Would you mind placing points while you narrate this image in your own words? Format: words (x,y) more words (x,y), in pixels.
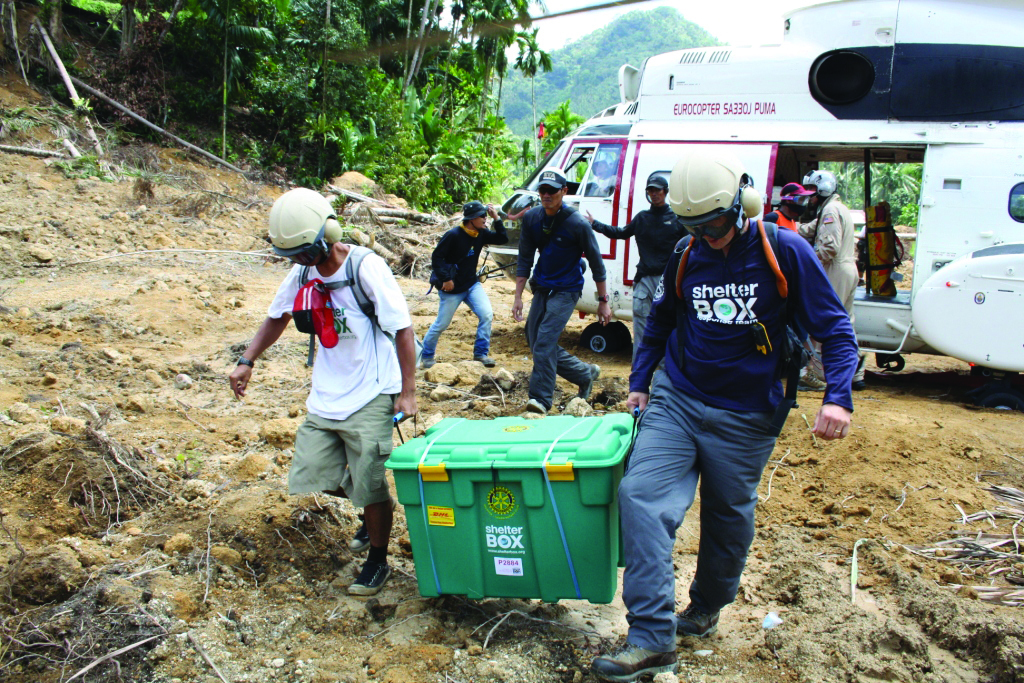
In this picture there are two persons (726,320) holding the object (420,525) and walking. At the back (648,261) there are group of people (653,245) walking and there is an aircraft (997,361). At the back (58,59) there are trees (134,34) and there is a mountain (676,37). At the top (729,15) there is sky (717,18). At the bottom (889,494) there is mud (289,539).
